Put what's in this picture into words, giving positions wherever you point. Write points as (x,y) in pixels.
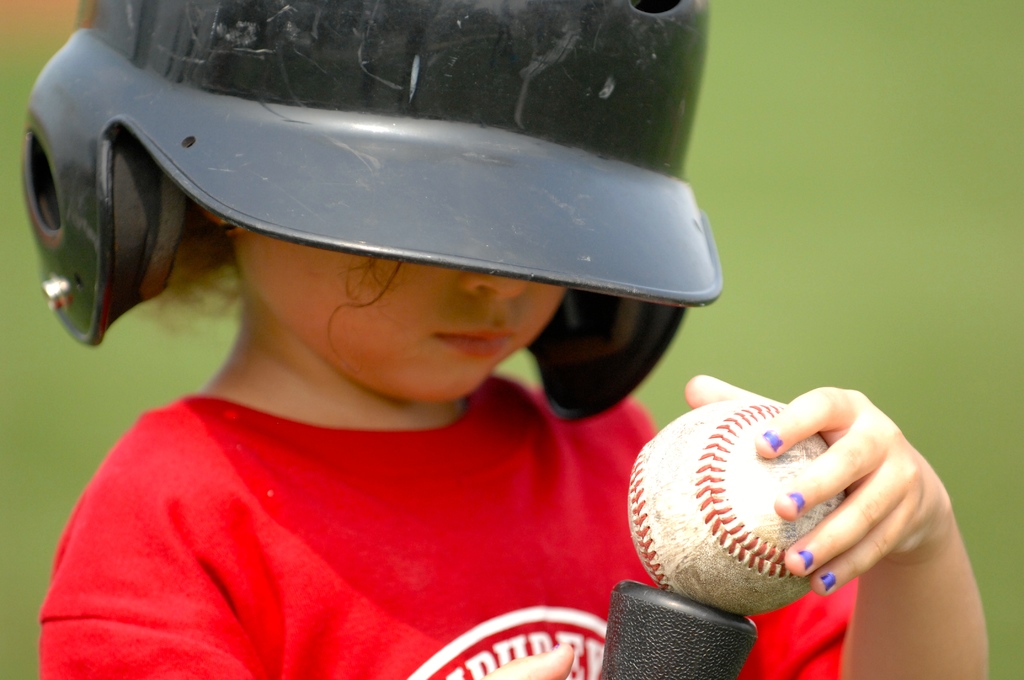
In this image there is a kid (443,509). The kid (339,535) is wearing a helmet (386,124) on the head (442,312) and holding a baseball ball (696,578) in the hand (794,499). The background (879,188) is blurry.
